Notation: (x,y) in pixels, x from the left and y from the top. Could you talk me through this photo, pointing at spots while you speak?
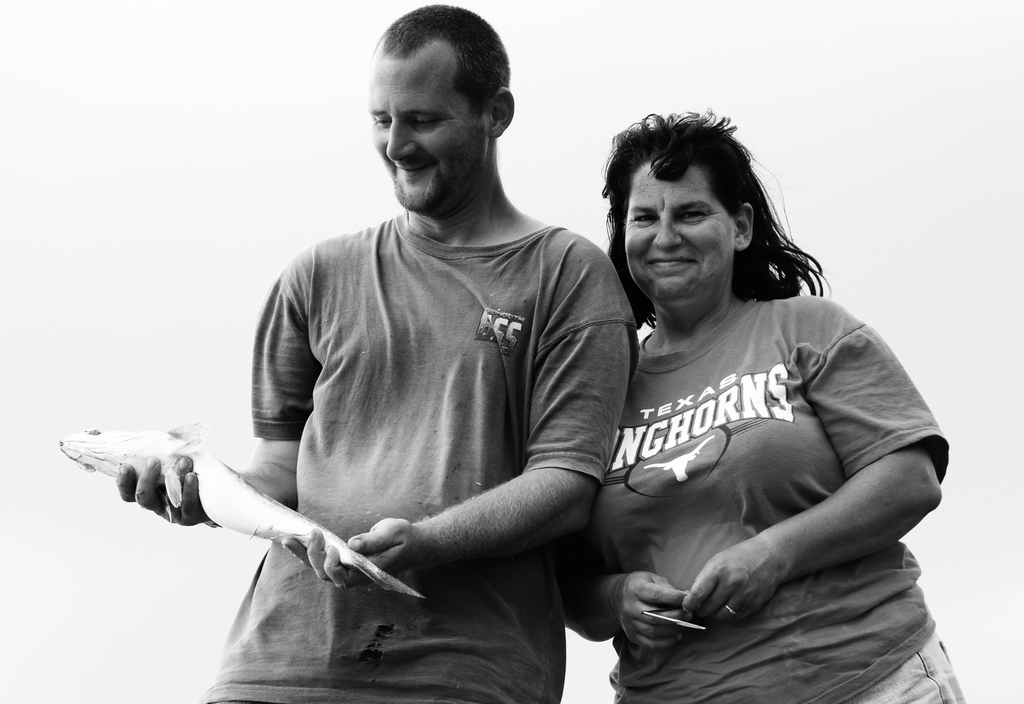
In this image I can see two person (647,478) standing. The man (378,492) is holding fish (268,532) and a woman (607,587) is holding something. Background (155,213) is in white color. The image is in black and white.
